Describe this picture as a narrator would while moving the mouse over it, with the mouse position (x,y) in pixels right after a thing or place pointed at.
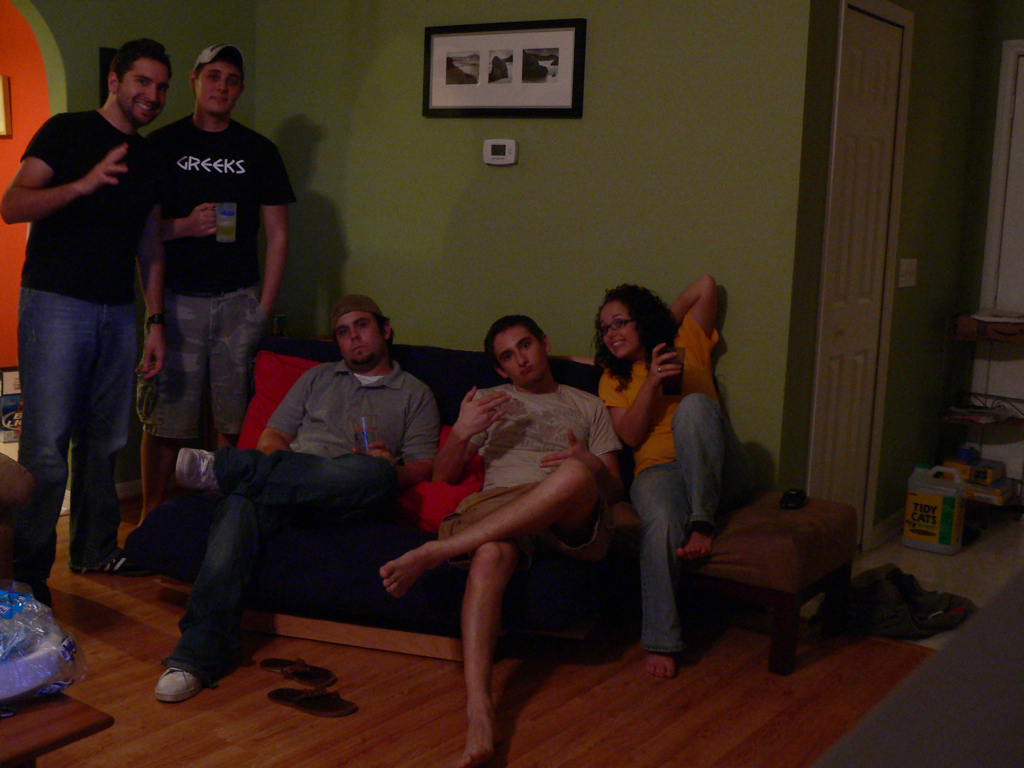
As we can see in the image there is a wall (647,174), photo frame (446,46), door (858,60), few people (27,193) here and there and sofa (388,528). On the right side (933,501) there is a box (924,507).
